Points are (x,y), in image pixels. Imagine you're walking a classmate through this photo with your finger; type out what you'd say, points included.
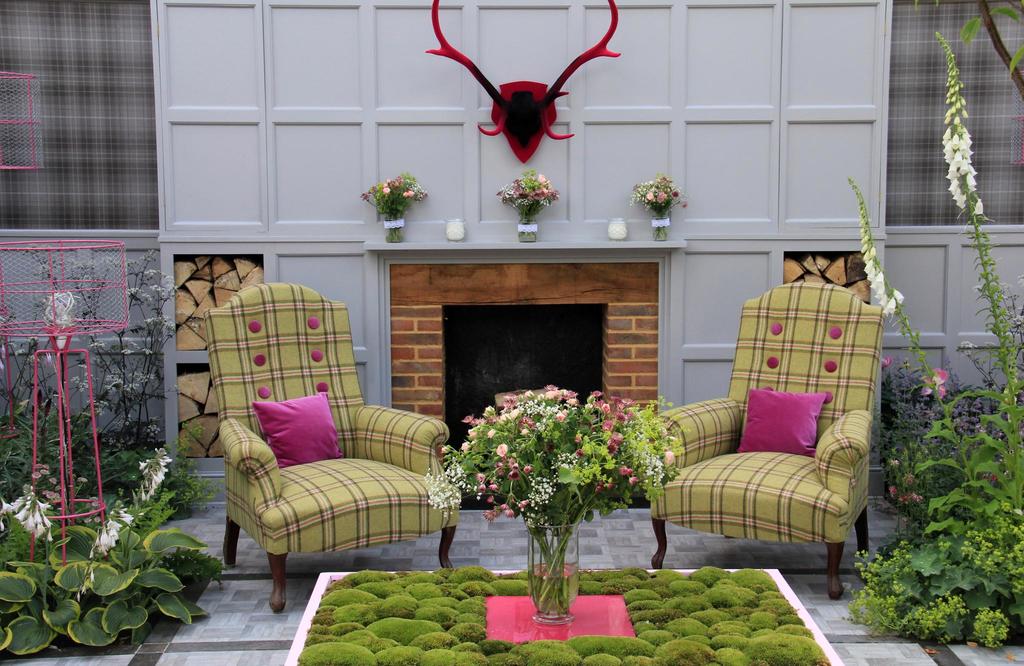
In this image there are two chairs (719,509) in the middle (383,429). On the chairs (753,480) there are pillows (784,413). In the middle (592,432) there is a flower vase (529,555). There are plants (131,535) on either side of the image. In the background (337,122) there is a wall (464,150) on which there is some art (527,112). On the left side (88,362) there is a stand (74,350) on which there is a grill (78,289). At the bottom (366,623) there are small grass patches (435,633).
